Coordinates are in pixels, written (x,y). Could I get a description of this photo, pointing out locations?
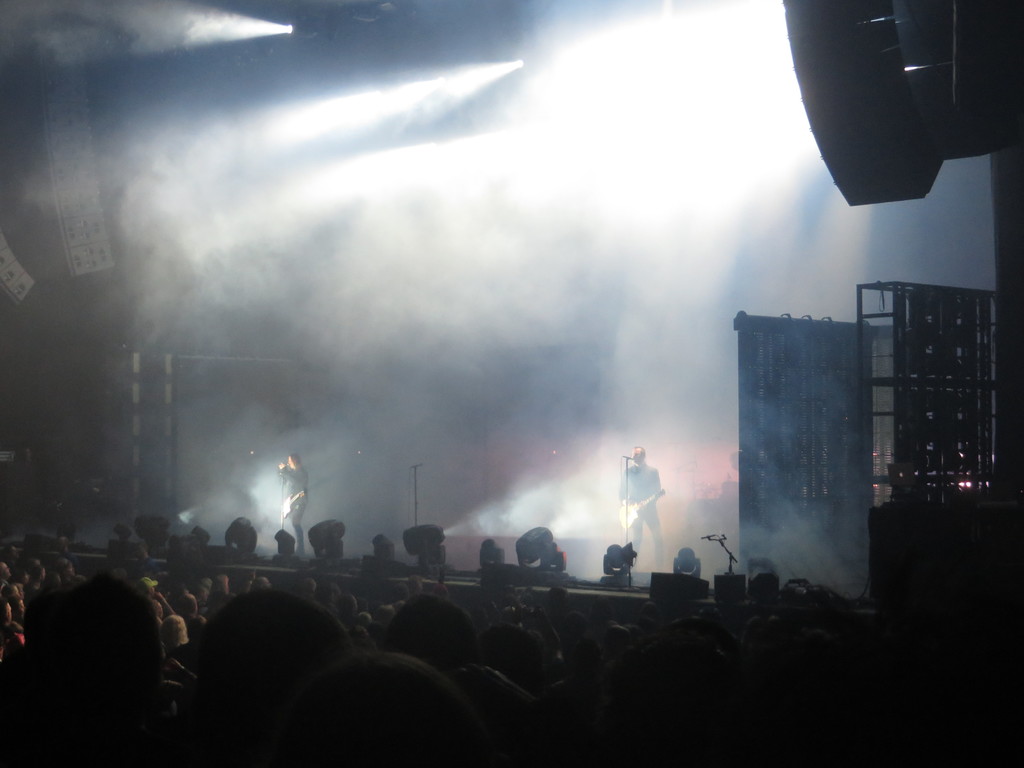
In this picture I can see there is a dais (513,575) and there are two persons (639,523) standing here and there are some lights (436,530) and there are some audience (254,597) here.
